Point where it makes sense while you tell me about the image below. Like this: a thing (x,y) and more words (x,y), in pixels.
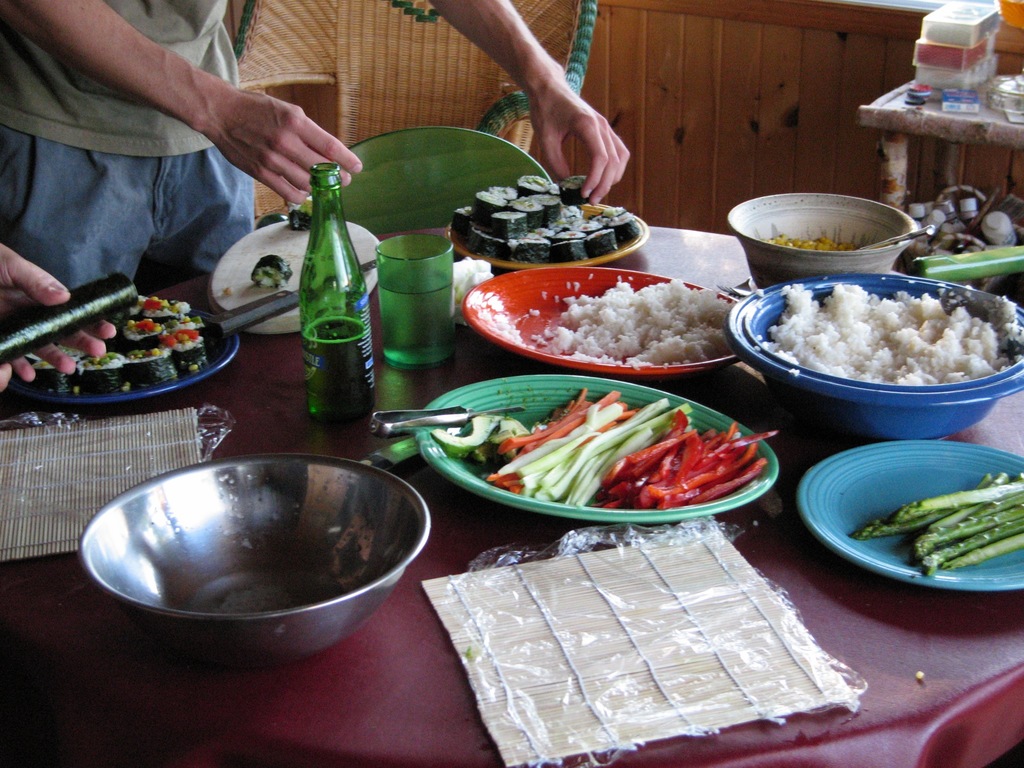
In this picture we can see a table (745,511) and a chair (474,122), there are bowls (811,266), plates (850,517), a glass (411,321), a bottle (364,335) present on the table (454,724), we can see a person (116,140) standing here, on the right side (946,127) there is another table (954,127), in this bowl (762,340) we can see some rice (804,347), there are some vegetables (668,446) in this bowl (551,450), we can see a knife (272,307) here.
